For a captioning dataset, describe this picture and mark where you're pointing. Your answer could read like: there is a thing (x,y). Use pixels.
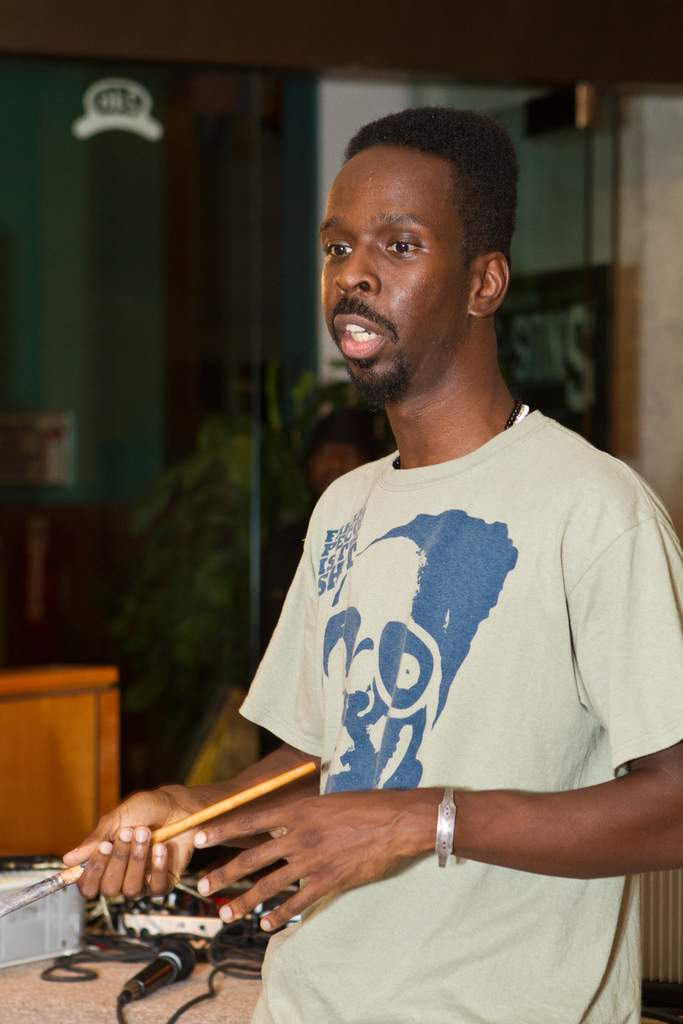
In this image we can see a man (430,589) wearing the t shirt (405,739) and holding an object (252,795) and standing. In the background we can see the mike (128,996) with the wire (146,950) on the counter (122,972). We can also see the wooden object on the left (17,848). There is also a person (329,441) in the background (329,448). We can also see the glass door (543,135).
